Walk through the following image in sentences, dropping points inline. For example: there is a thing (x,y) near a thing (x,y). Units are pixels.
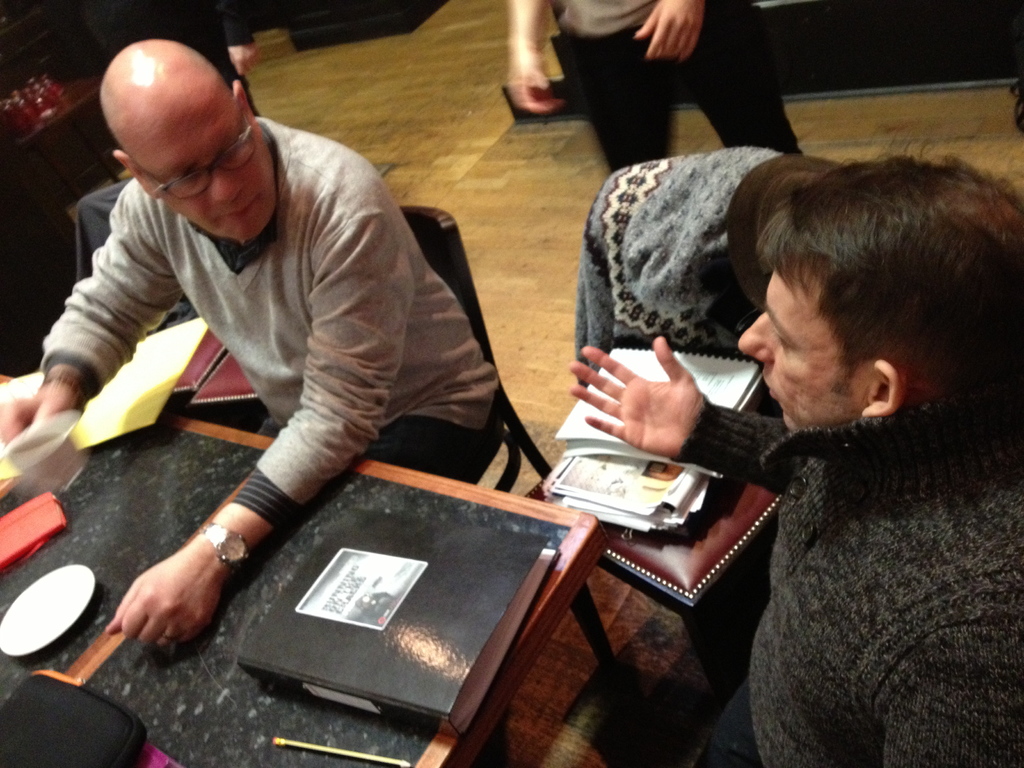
In the image we can see two persons (824,297) were sitting on the chair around the table (221,491), on table (185,678) there is a book (416,634), plate (47,618), paper (89,430), pencil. In the center (655,258) we can see chair (635,549), on chair (635,549) there is a book (673,474), hat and cloth (643,289). In the background (555,15) we can see table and two persons (703,35) were standing.
